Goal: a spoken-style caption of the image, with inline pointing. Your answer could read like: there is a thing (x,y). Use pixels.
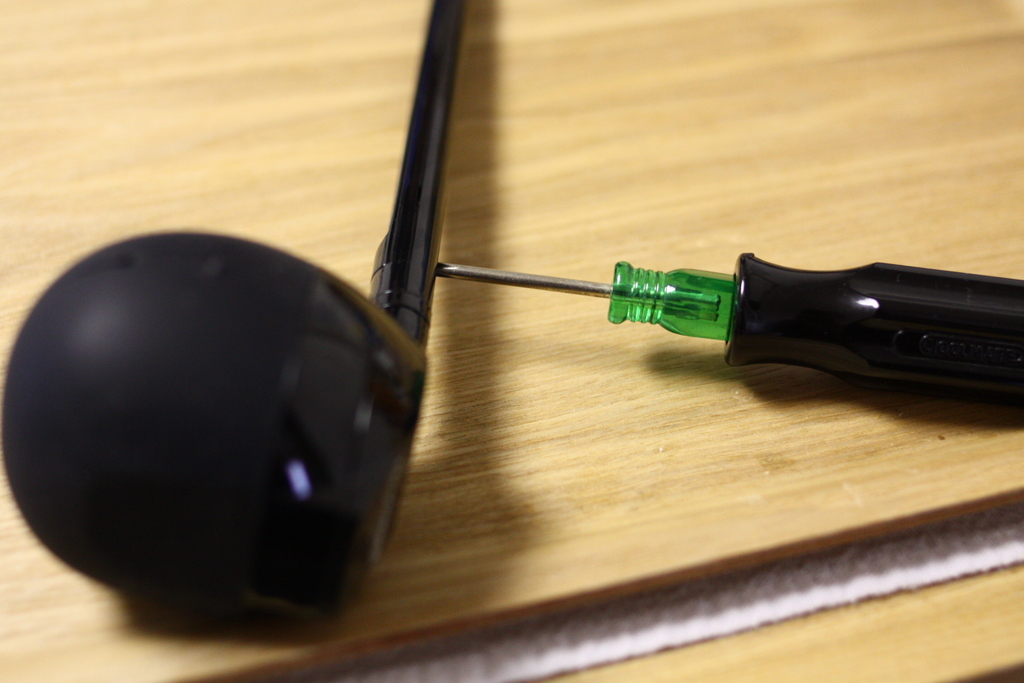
In this image there is a screwdriver (728,335) and there is some object (381,299) on the table (632,220).
